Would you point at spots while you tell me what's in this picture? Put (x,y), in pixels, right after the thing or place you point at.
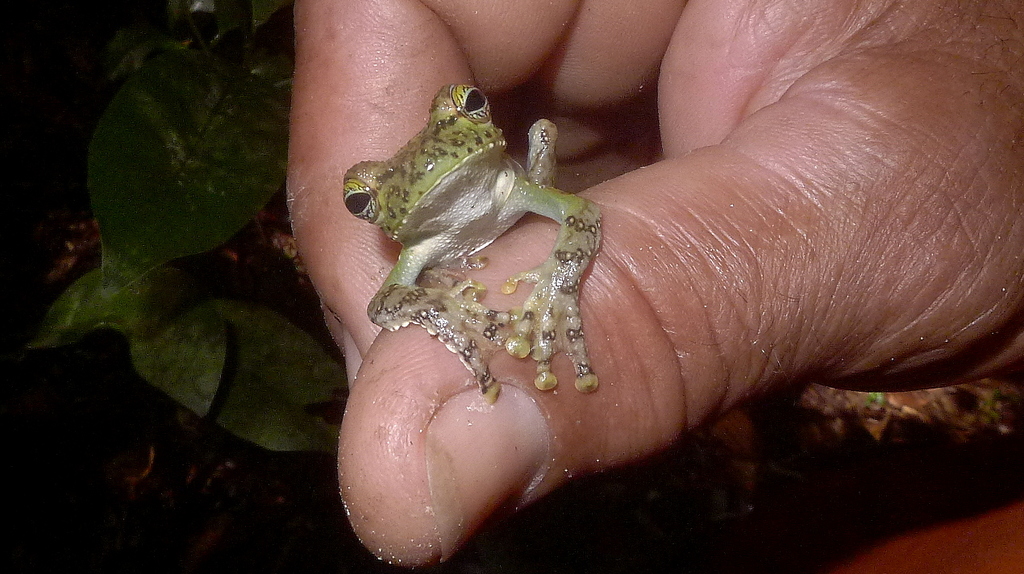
In this image we can see the hand (571,397) of a person (815,222) holding a frog (463,87). In the background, we can see some plants (278,422).
